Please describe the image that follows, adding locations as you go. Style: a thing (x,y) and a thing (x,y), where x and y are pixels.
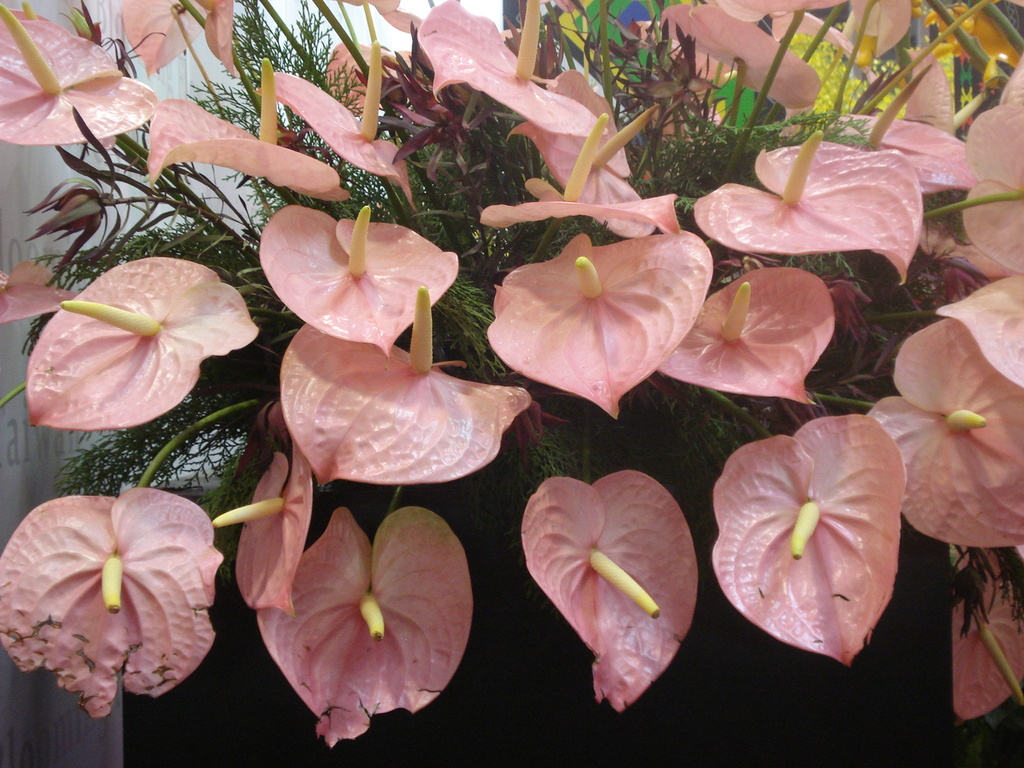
In this image there are flowers (55,36) and leaves (342,211) to the stems (199,64). To the left (25,161) there is a wall (13,411). There is text (37,255) on the wall (49,242).
